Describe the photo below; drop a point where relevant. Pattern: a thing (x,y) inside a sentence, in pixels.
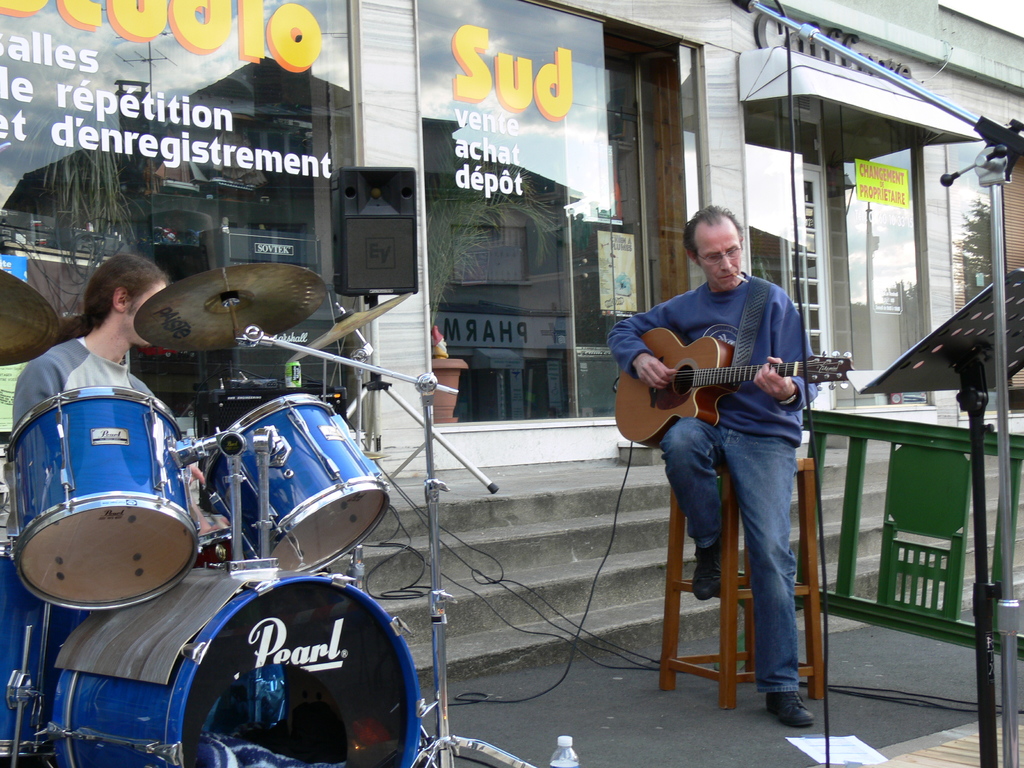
In this image on the right side (702,506) there is one person (730,437) who is sitting and he is holding a guitar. On the left side (87,376) there is another person (92,381) who is sitting and he is drumming in front of him there are drums (186,492). In the middle of the image (537,489) there are some stairs (551,551) and on the top of the image (441,144) there is glass window (203,111), and on the top of the right corner (998,134) there is one mike (1000,147) on the right side of the image (900,477) there is one table (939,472) and some wires (890,699) are there in the middle of the image (446,401) there is one flower pot (447,371) and plant (439,277) is there.
